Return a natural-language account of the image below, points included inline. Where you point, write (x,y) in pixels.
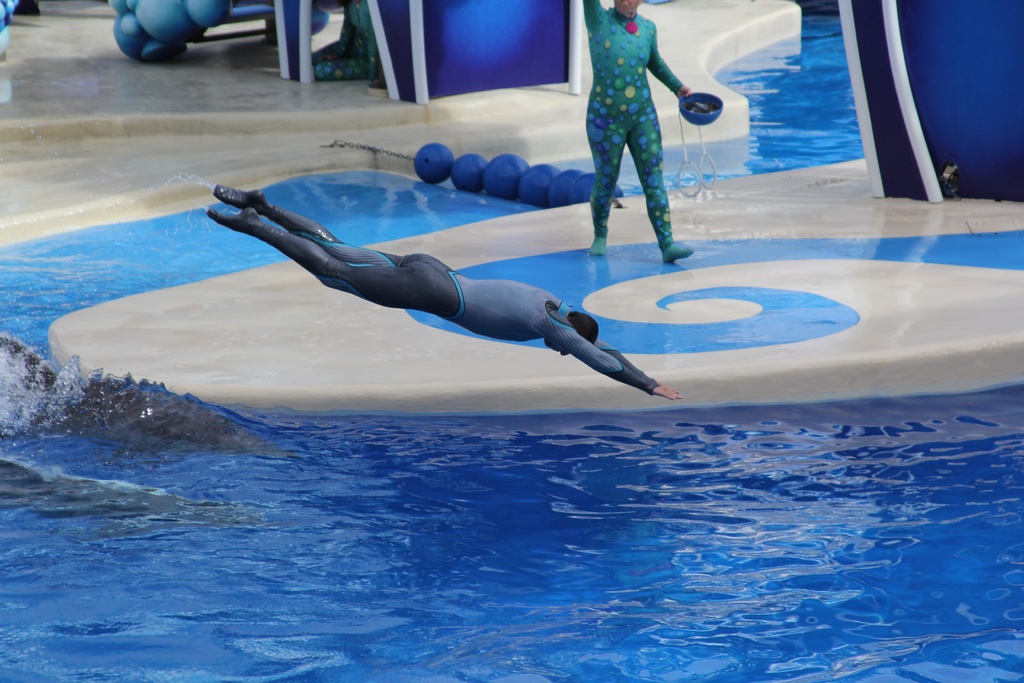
In this image I can see two people (459,294) with different color dress (486,307). I can see one person (408,305) is jumping to the water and an another person (597,236) is standing on the floor (645,251) and holding the bowl (717,112). I can see the water (239,479) in blue color. In the background (457,187) I can see the blue color balls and some objects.
